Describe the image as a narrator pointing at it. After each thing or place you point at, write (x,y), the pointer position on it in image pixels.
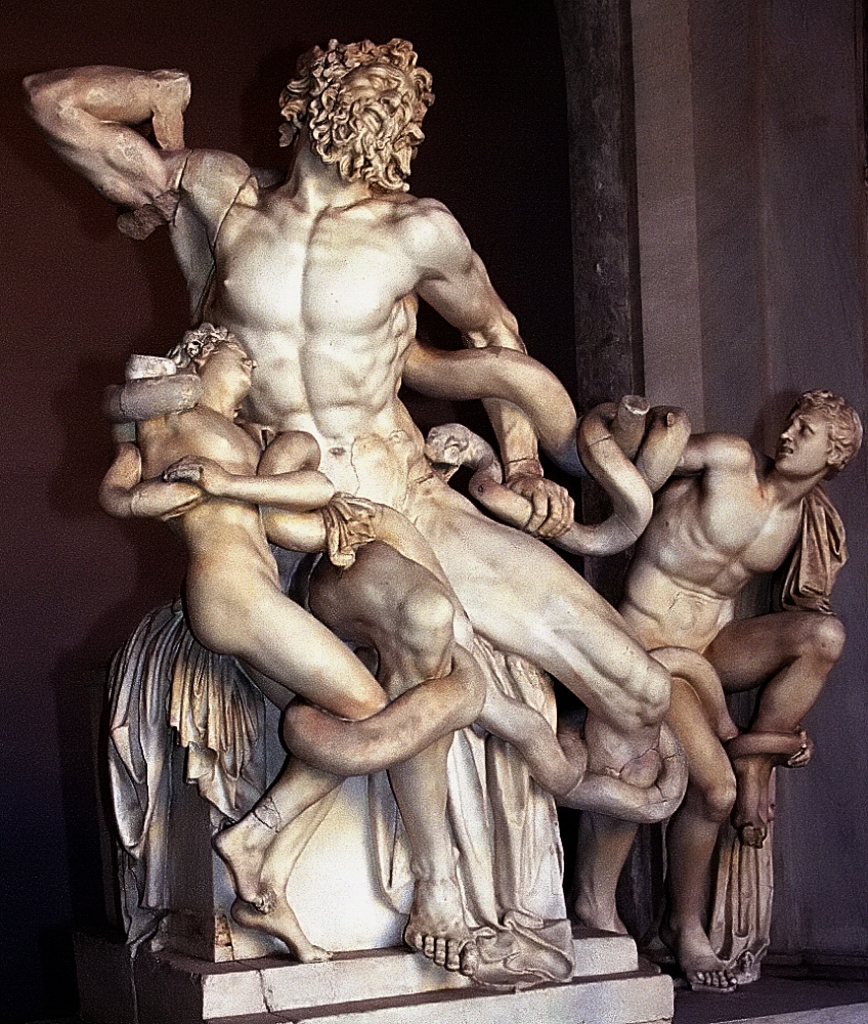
In this image we can see a sculpture (273,494) of some persons (326,648), in the middle of the image (372,424) person (535,478) holding snake (541,399) in his hands (538,483).
